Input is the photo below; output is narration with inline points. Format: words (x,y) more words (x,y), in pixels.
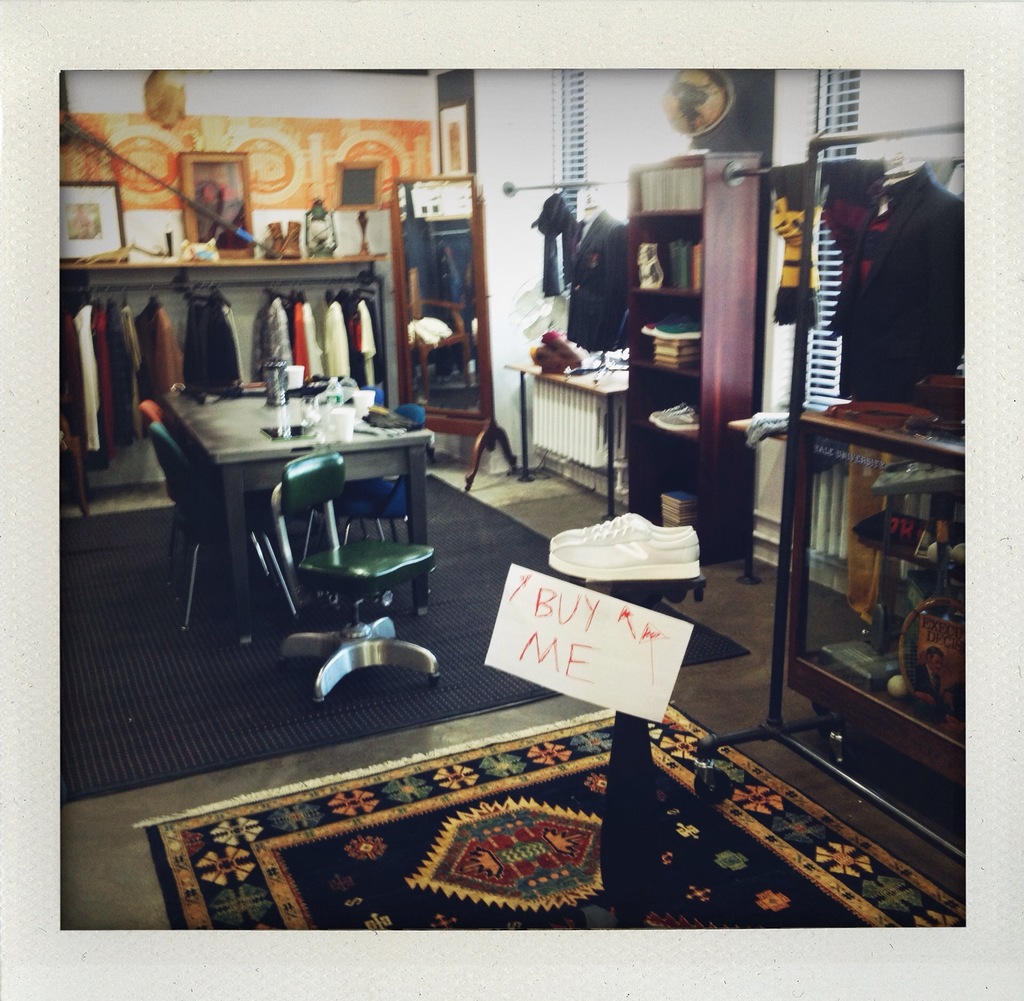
The picture is clicked inside the room (644,345) and there is a cupboard (678,231) filled with books (674,198), above it there is a globe (692,108) and here there is a wall (225,117) on which wall paper (309,170) is there and few frames (80,214) are kept near it. below that there are few clothes (220,340) are hanged. Here a table (224,443) and a chair (176,453). There is floor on which a floor mat (423,838) is placed here the shoes (603,566) with a board (608,634) on which it is written as buy me.
